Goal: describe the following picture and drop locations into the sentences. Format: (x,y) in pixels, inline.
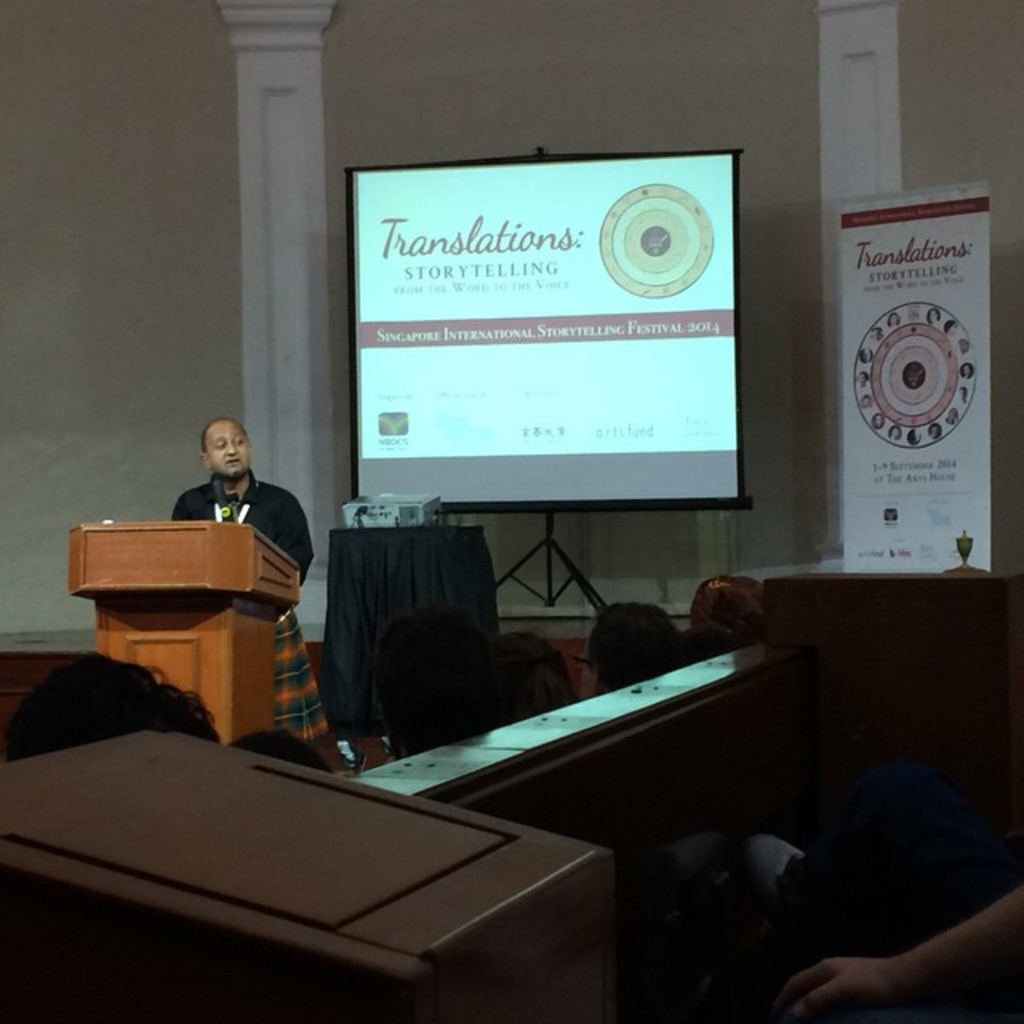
In this image I can see a man (302,720) standing in front of a podium (253,685). Here also I can see few people (512,661). In the background (552,520) I can see projector (364,517) and projector screen (602,157).
